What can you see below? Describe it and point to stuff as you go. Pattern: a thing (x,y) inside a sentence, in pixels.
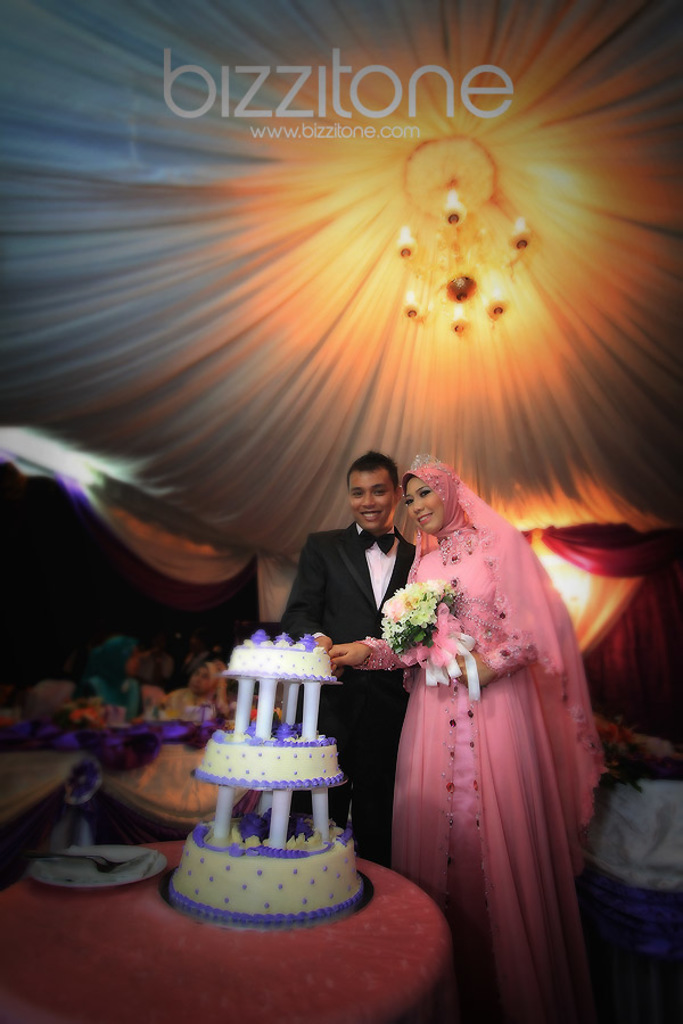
This picture shows a man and woman (506,563) standing and a woman (502,530) holding a flower bouquet (422,642) in her hand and we see a cake (292,654) on the table (402,890) and a cloth (632,513) on the back (606,448).
